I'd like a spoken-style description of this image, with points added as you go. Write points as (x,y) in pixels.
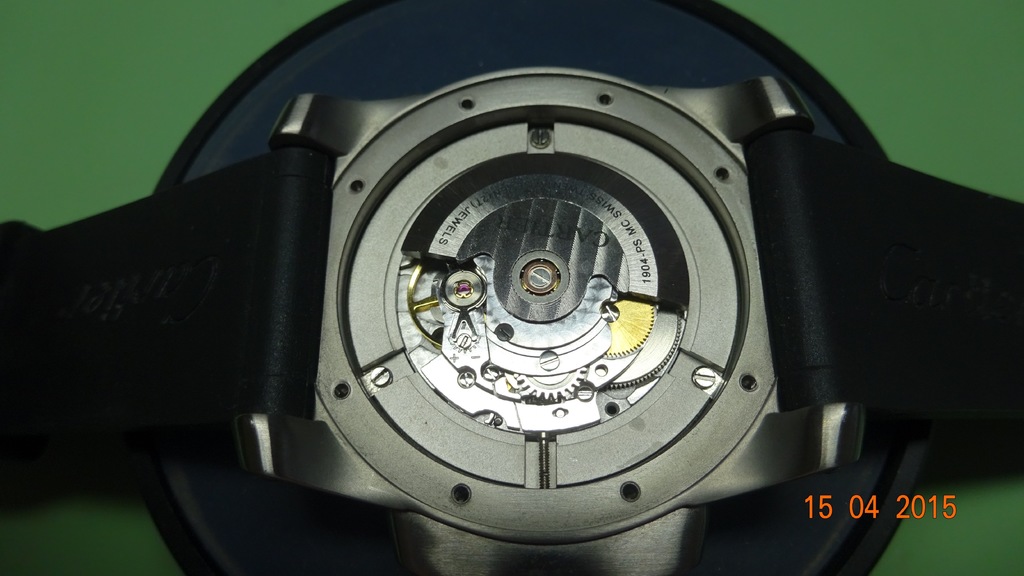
In this picture we can see belts (332,195) and device (355,357). In the background of the image (928,77) it is green.
